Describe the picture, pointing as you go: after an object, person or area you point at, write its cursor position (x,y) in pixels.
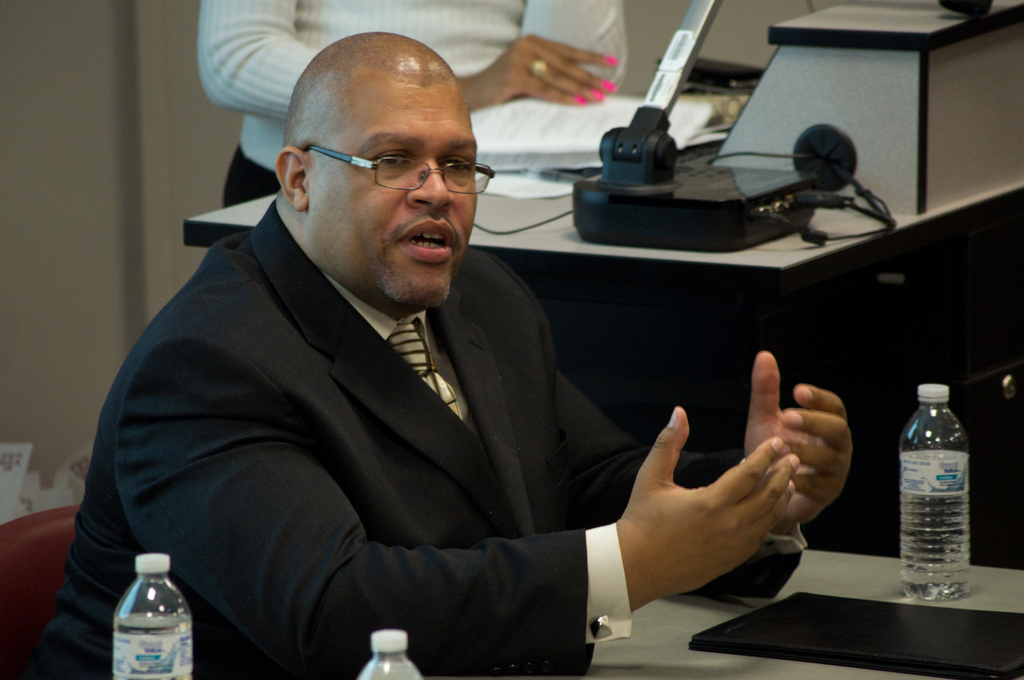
In this picture we can see man (379,218) sitting on chair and talking and in front of them there is table (851,565) and on table (638,634) we can see file (956,636), bottle (941,588) and beside to him we can see headsets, some device (691,177), person (486,33) standing.
